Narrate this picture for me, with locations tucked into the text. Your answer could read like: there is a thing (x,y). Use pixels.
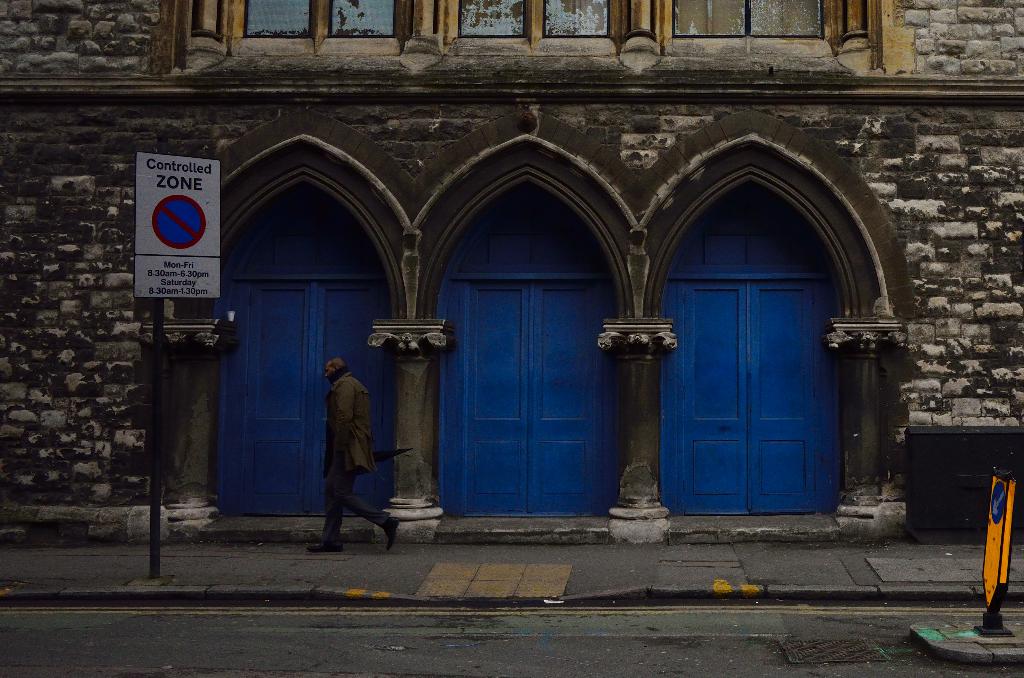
In this picture there is a man (345,381) on the left side of the image (335,362), by holding an umbrella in his hand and there are sign boards (187,224) in the image, there are windows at the top side of the image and there are arches (472,203) and doors (475,258) in the center of the image (562,296).
